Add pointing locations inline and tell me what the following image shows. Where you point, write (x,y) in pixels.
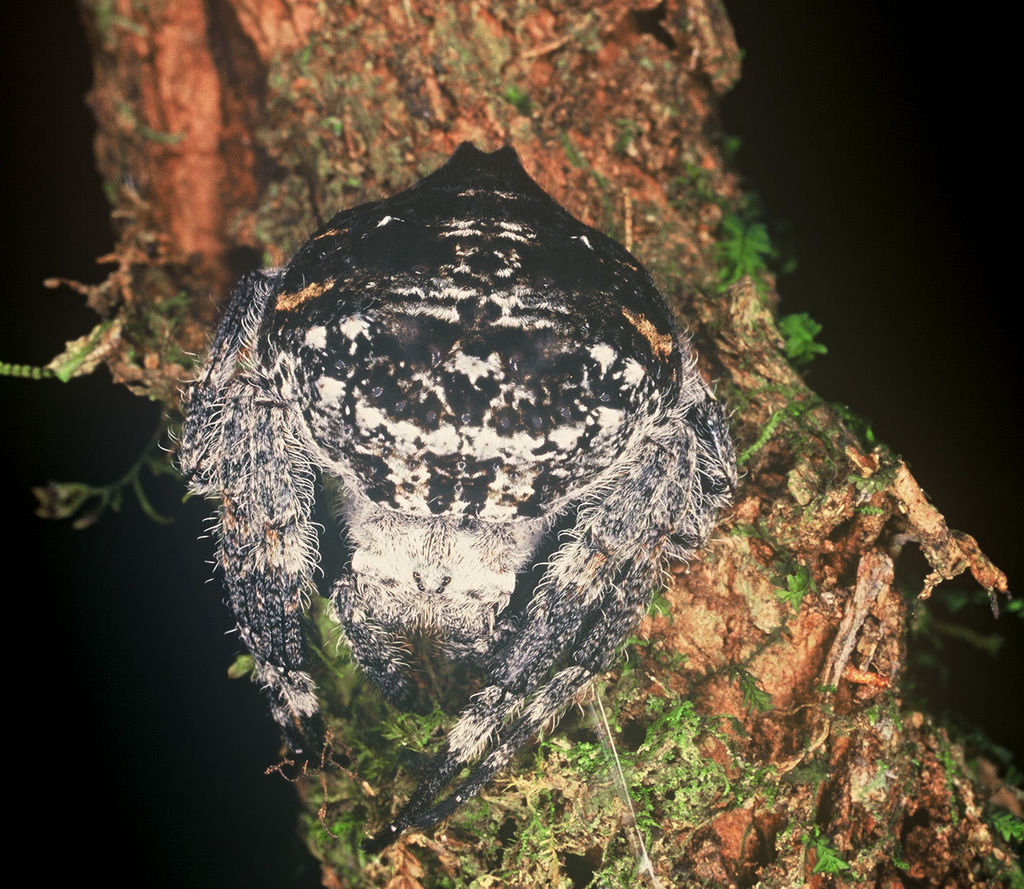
In this image we can see a insect (467,348) on the tree (632,726).
